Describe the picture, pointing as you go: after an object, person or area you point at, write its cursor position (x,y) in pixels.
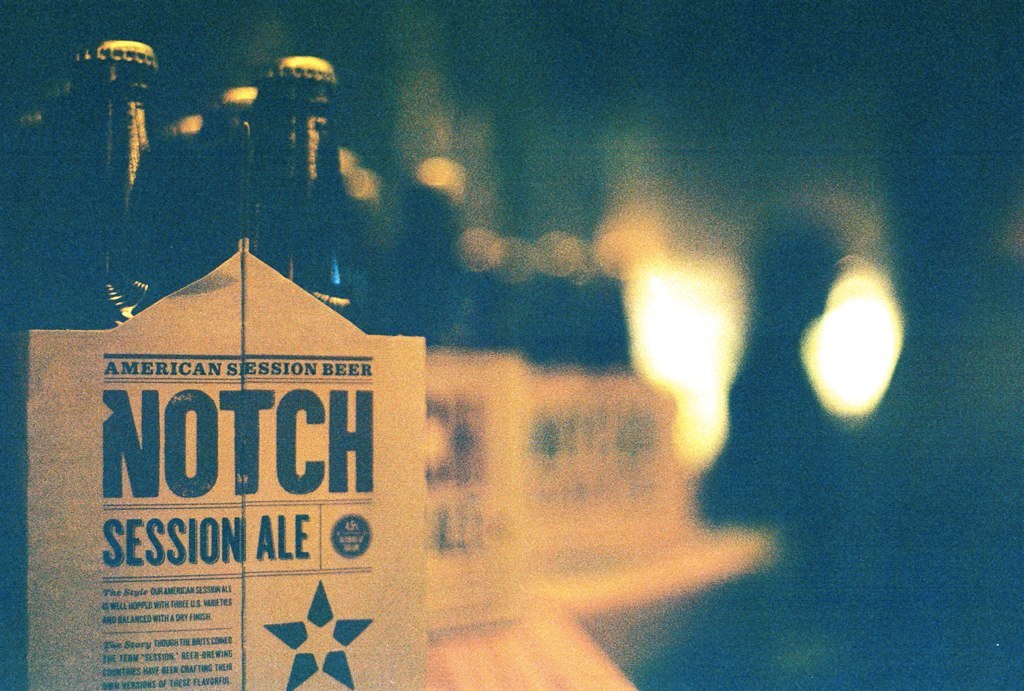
In the foreground of this image (256,201), there are bottles (125,208) in cardboard box (385,466) on which there is some text (222,667) and the background (1010,521) image is blur.
